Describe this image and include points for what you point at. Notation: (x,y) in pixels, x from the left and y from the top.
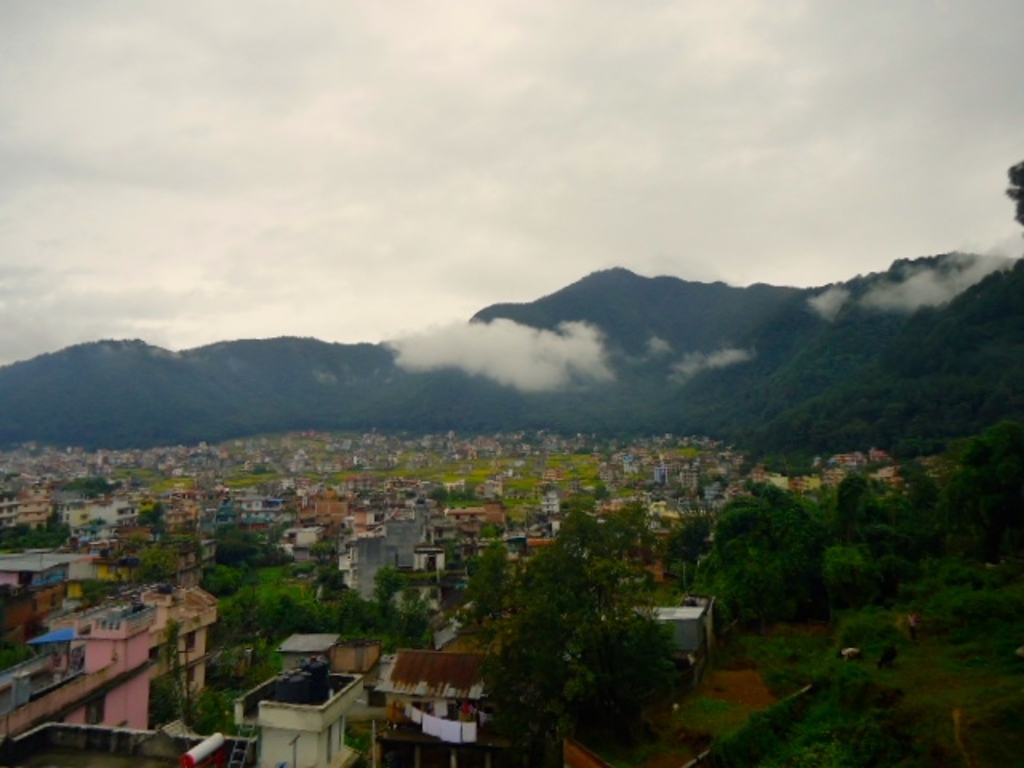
In this image we can see the houses (306,652). We can see the hill (155,372) and mist (494,340). We can see the surrounding trees (746,596) and clouds (775,256) in the sky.
